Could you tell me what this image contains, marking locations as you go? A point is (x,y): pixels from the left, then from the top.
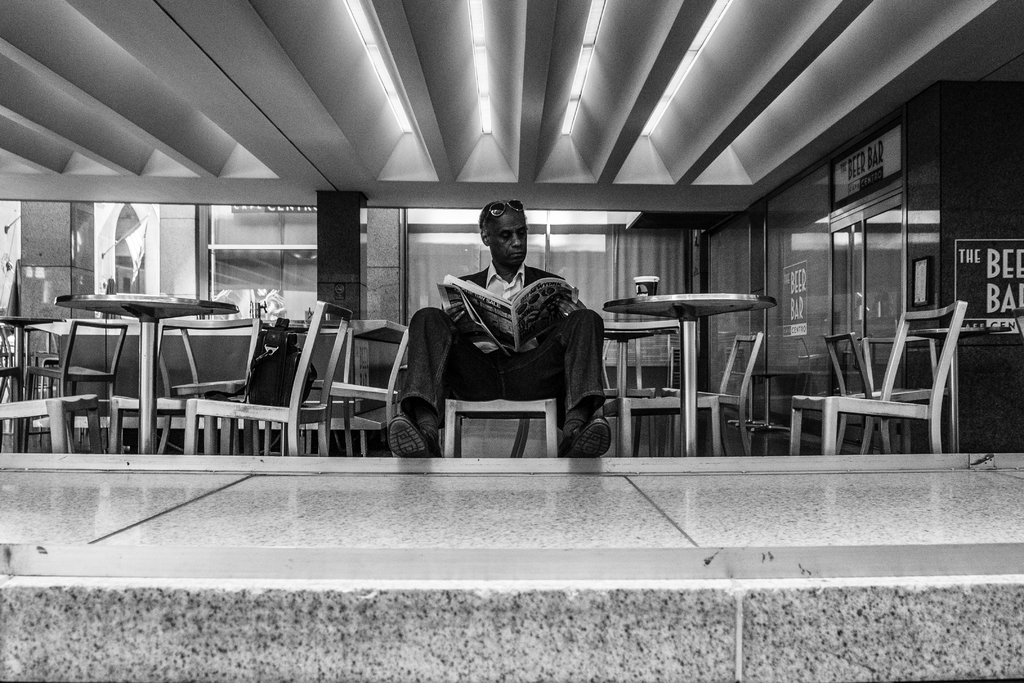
This is a black and white pic and we can see a man (494,368) is sitting on a chair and holding newspaper (497,317) in his hands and there are chairs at the tables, there is a bag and an object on the chair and a table (692,305). In the background (673,275) we can see objects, lights (686,79) on the ceiling (310,202), windows (270,248), curtain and boards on the wall (932,198) and other objects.
